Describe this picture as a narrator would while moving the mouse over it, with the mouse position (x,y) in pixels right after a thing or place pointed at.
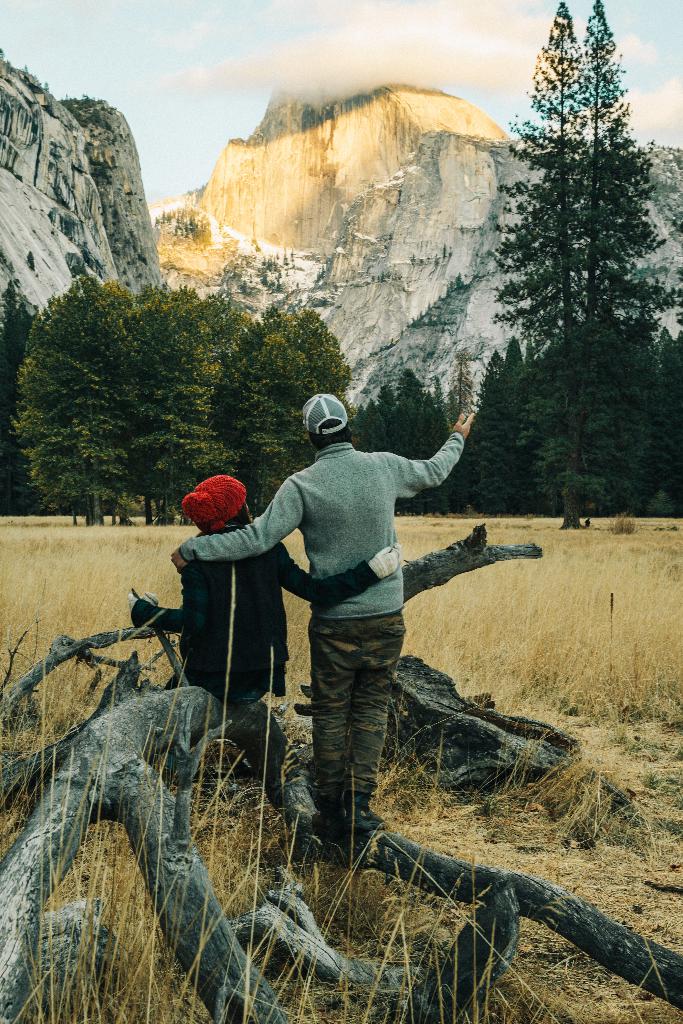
In the image there are tree trunks (409,714) and two people (336,629). In front of them there's grass (84,529) on the ground (599,604). In the background (527,445) there are trees (416,397) and hills (365,147). At the top of the image (465,62) there is a sky (314,66).
